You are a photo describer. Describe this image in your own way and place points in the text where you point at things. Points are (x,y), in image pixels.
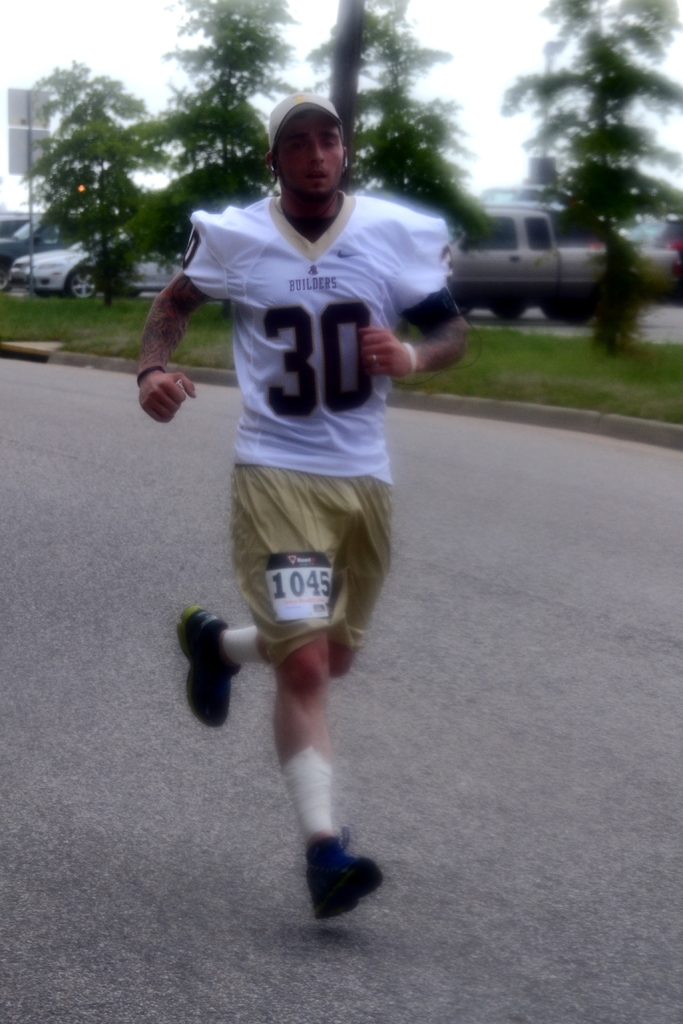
Here I can see a man (318,493) wearing a white color t-shirt (315,375), short (320,505) and running on the road (424,599). I can see a cap (287,103) on his head (315,113). Beside the road (489,469) I can see the green color grass (544,377). In the background (537,262) there are some vehicles (502,245) and trees (272,83). On the top of the image (106,33) I can see the sky (97,33).
